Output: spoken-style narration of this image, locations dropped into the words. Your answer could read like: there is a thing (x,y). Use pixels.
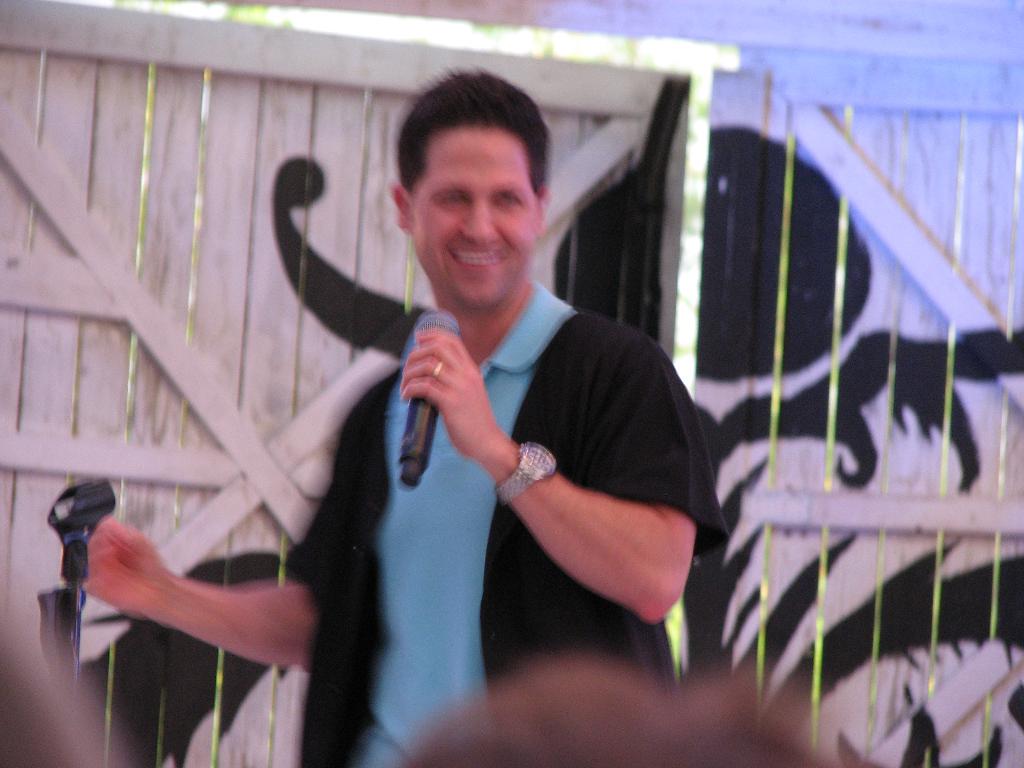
In the middle (582,503) a man (611,608) is standing and also holding a microphone (424,416) in his left hand (463,380). He is smiling, he wore a blue color t-shirt (421,509), behind him there is a wooden door (757,408).
